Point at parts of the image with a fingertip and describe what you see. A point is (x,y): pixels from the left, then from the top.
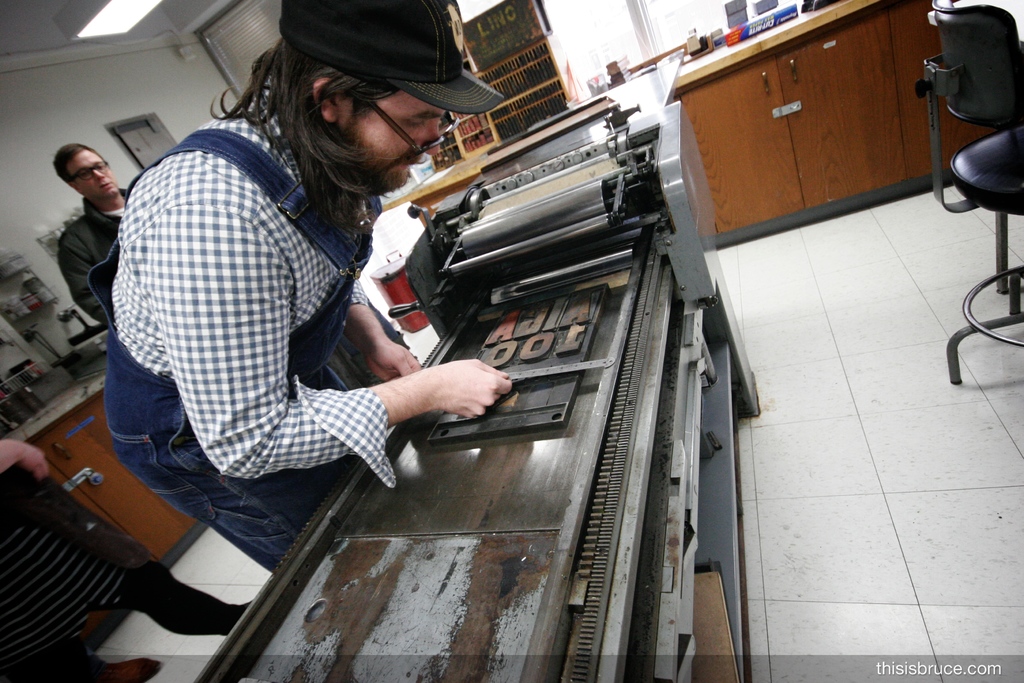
In the picture there is a machine (734,487), a man (476,410) is working with it behind him there are other two people (82,225) who are standing, behind them there are some other equipment (43,338) in the background (90,92) there is a wall (106,56) and light (105,29).
